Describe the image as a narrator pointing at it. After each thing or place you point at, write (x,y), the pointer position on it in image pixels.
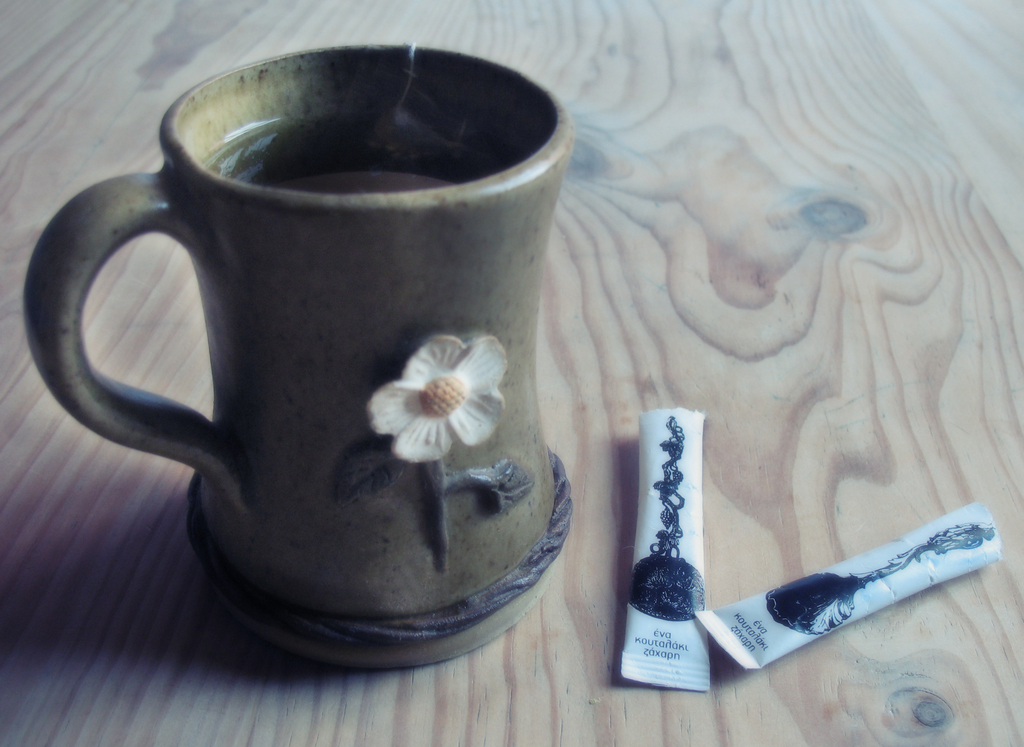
In this image there is a cup (251,360) on the wooden surface (287,684). There is the drink (330,145) in the cup (387,237). On the cup (406,454) there is a sculpture (409,449) of a flower (409,449). Beside the cup (406,486) there are two food packets (815,592). There are pictures (783,598) and text (662,639) on the food packets (650,644).
